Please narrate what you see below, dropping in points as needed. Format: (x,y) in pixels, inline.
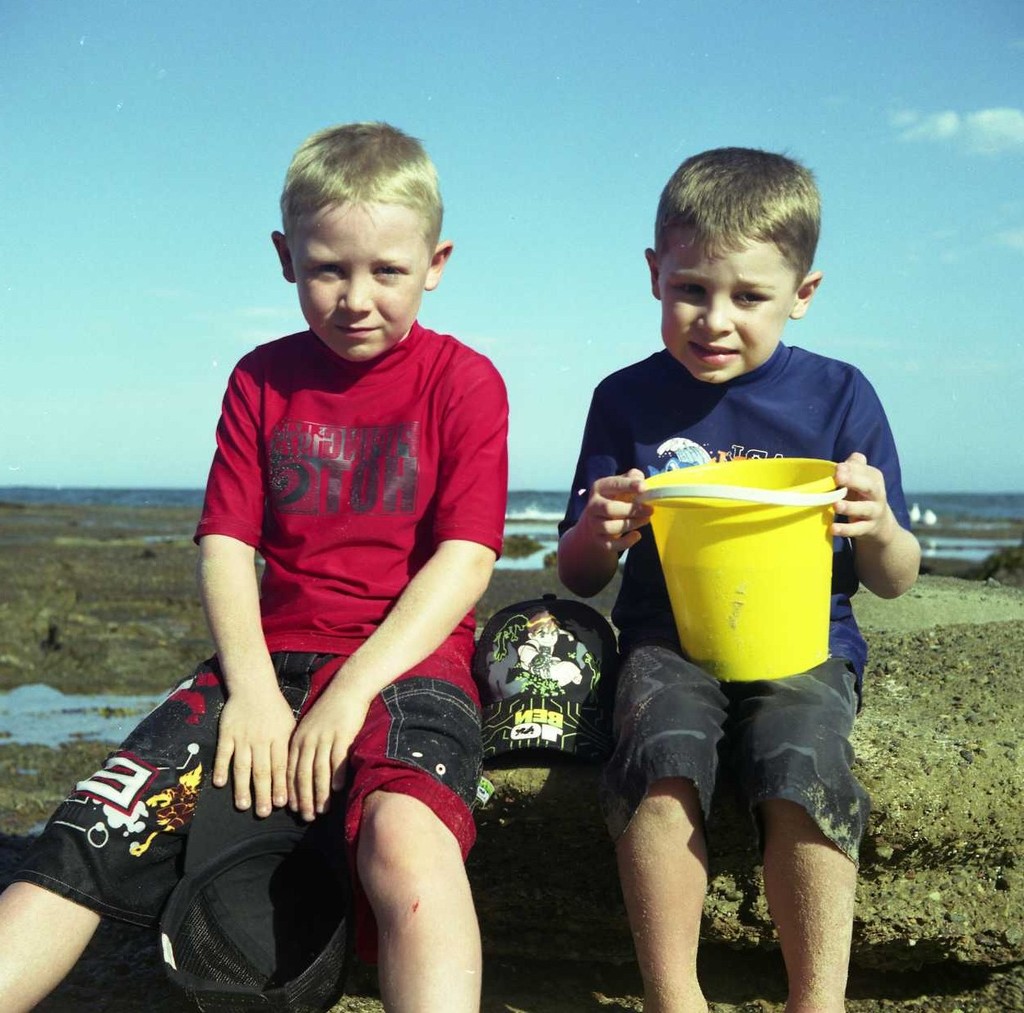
In this image I can see two boys (364,655) sitting on rock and one boy (394,776) holding a cap (284,902) and another boy (697,671) holding a yellow color bucket (726,509) and back side of them I can see the ocean (529,501) and the sky (509,74) visible at the top (165,196), Between them I can see a cap (566,725).
